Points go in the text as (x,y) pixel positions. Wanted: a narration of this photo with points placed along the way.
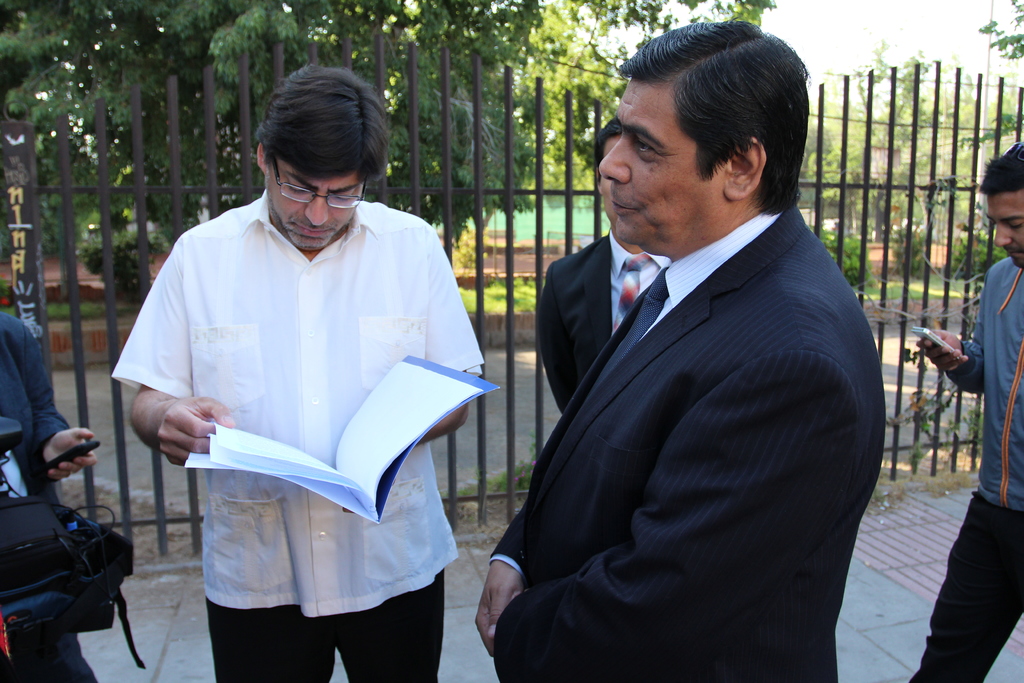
In this image there is a man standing and holding a book (400,378), another group of people (971,642) standing beside him, and at the background (488,49) there is bag (32,529), mobile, trees (460,60), plants (973,305), fence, sky (876,43).
